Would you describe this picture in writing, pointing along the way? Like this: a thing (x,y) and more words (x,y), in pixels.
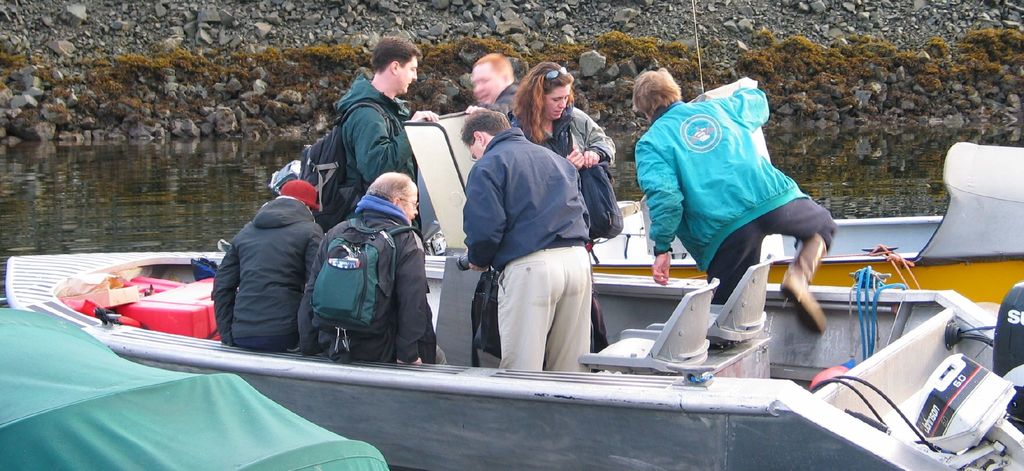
In this image I can see group of people (246,248) in the boat (602,403), the person (564,263) in front (504,188) wearing blue color shirt (501,232), cream pant (501,285) and the person (402,292) at left (328,259) wearing green color bag (369,288). Background (183,188) I can see water (165,184) and I can see few stones (338,87) and grass (331,74) is in green color.
